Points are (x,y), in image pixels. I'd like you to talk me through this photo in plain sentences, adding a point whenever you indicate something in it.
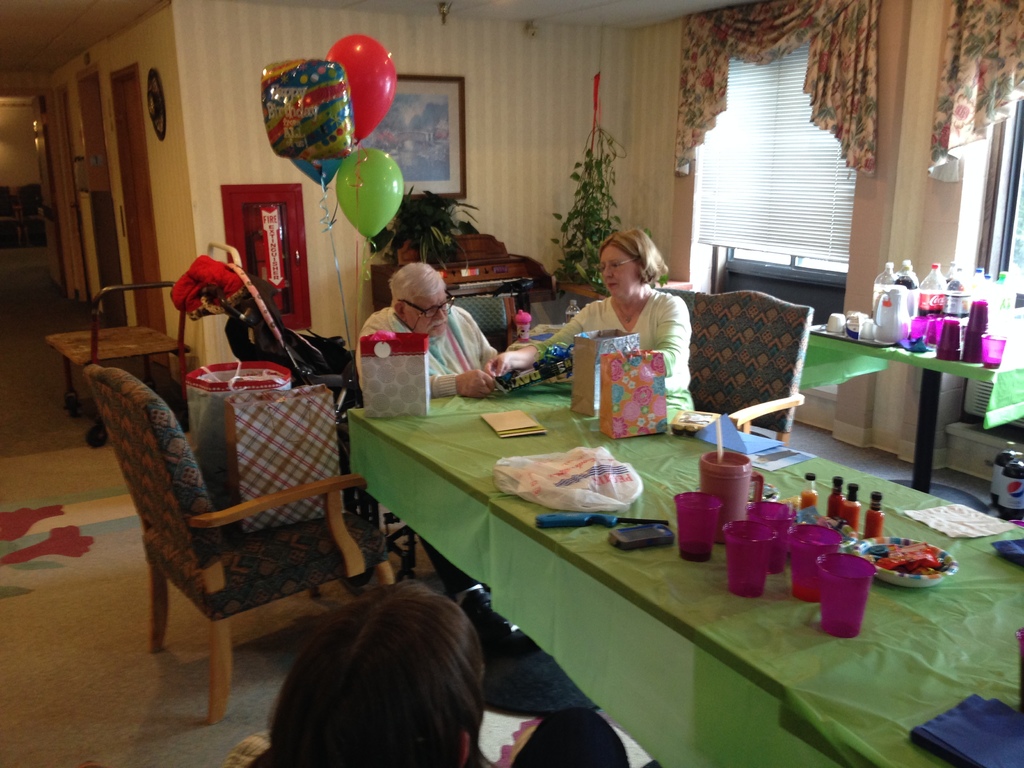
In the image there is a woman (619,325) and sat on chair (746,422) in front of table (607,680), the table (647,738) has many glasses (832,558) and it seems to be in drawing room (716,143), there is window (765,129) with curtain (787,44) and a corner there are plants (430,226), beside the women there are balloons (361,145).
